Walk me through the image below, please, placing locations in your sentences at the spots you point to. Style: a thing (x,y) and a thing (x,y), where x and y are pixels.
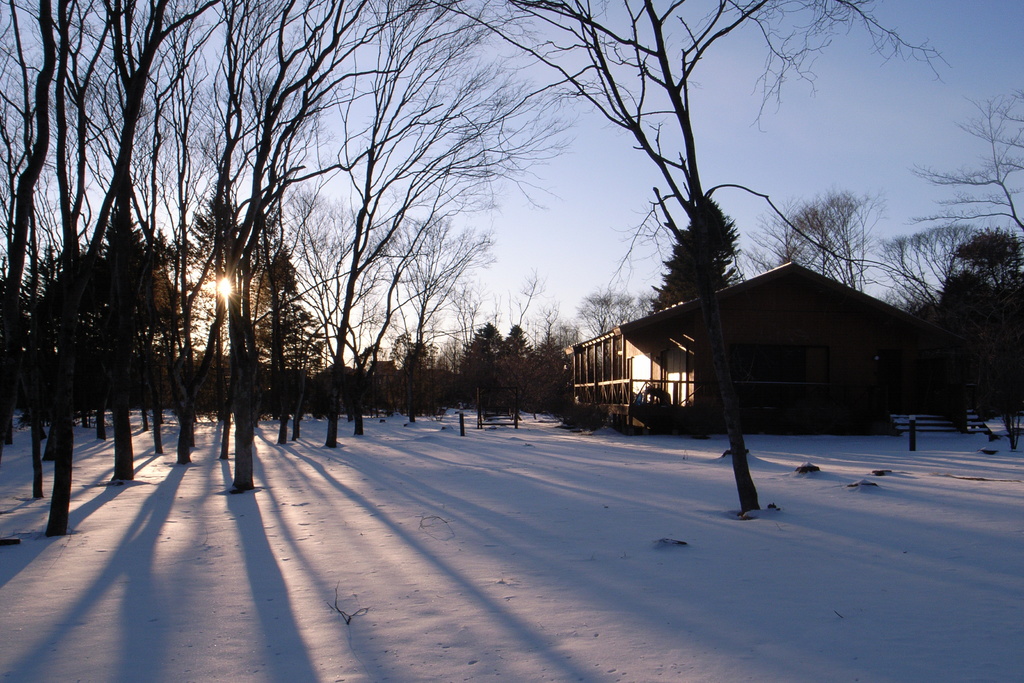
In this picture we can see a house (912,386), snow (829,445), trees (924,250), poles (480,416) and in the background (485,183) we can see the sky (818,131).
